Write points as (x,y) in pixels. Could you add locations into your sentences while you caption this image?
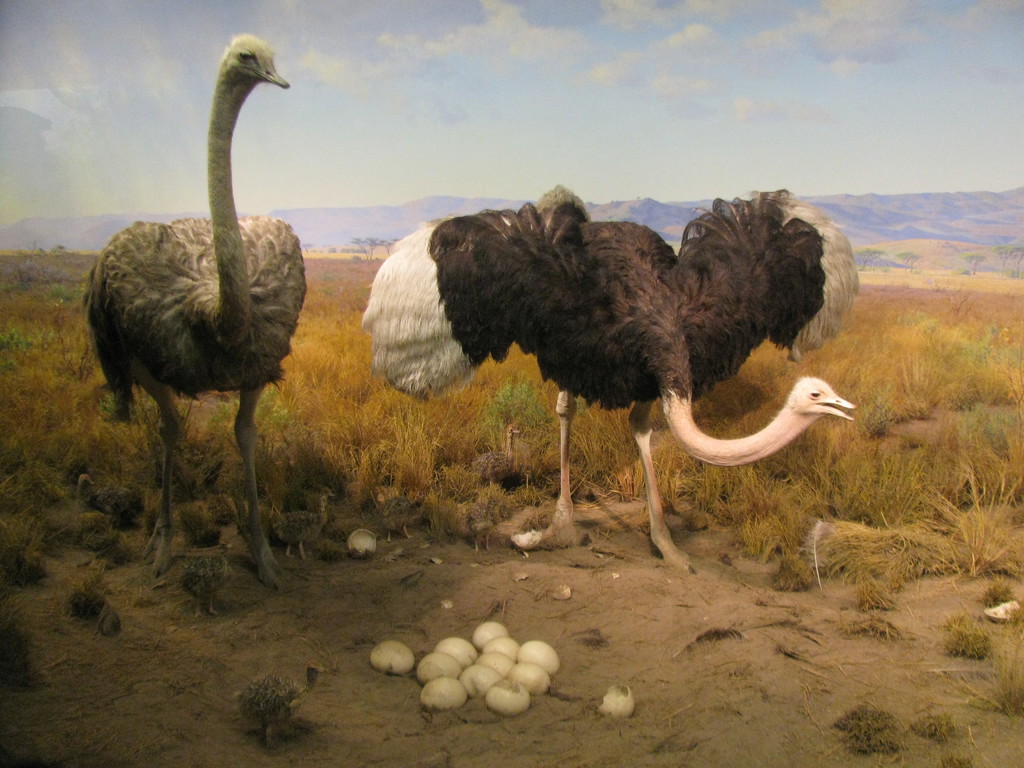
In the center of the image (497,308) we can see a few ostriches (455,324), which are in black and white color. At the bottom of the image (552,592), we can see sand (339,767). On the sand (590,766), we can see the eggs (498,640). In the background (487,101) we can see the sky (492,57), clouds (492,57), hills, grass (995,494) etc.
